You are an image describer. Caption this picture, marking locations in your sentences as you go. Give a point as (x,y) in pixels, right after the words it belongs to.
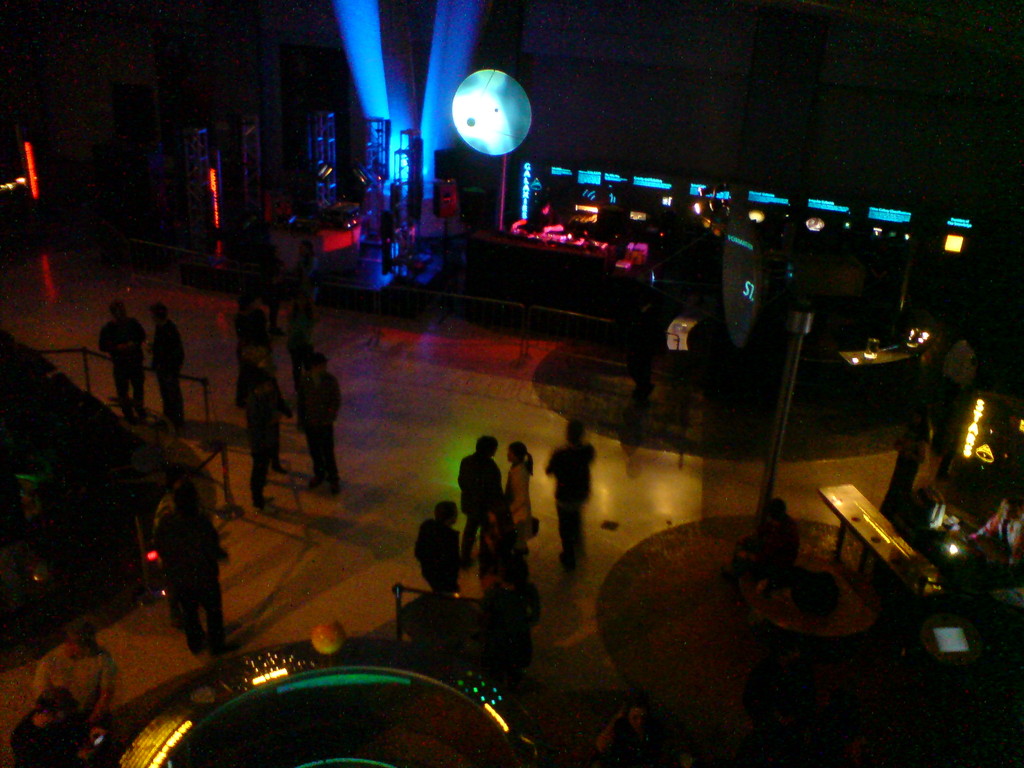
In this picture we can see a few people (208,585) standing on the floor (283,539). We can see a bench (843,500) on the right side (828,494) and a colorful lights (325,160) in the background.
